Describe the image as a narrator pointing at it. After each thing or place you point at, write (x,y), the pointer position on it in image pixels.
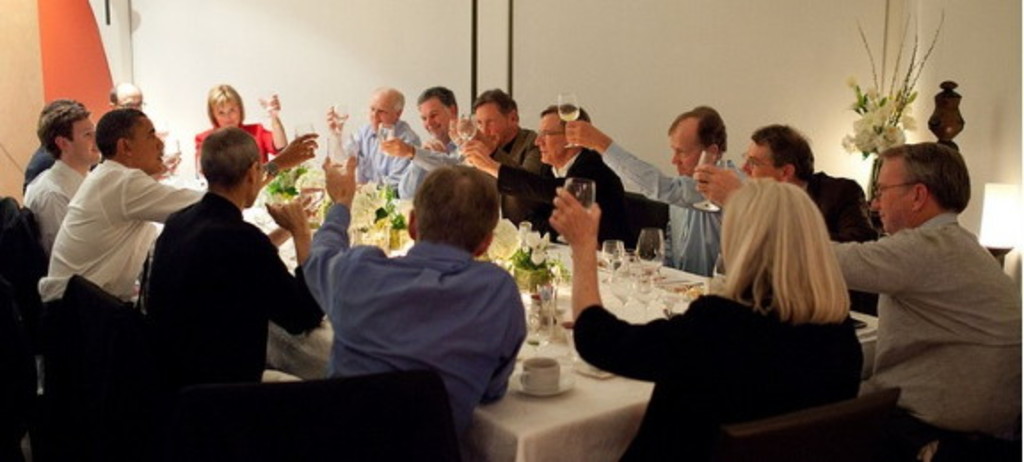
This is a picture taken in a room (589,249), there are a group of people (768,266) sitting on a chair (793,443) holding glasses (580,196) in front of the people (364,146) there is a table (493,410) covered with cloth (561,421) on the table (570,418) there is a glasses (649,263), flower pot (532,263), cup (541,365) and saucer (527,391). Background of this people (332,236) is a wall (649,60) and flower pot (868,139).
